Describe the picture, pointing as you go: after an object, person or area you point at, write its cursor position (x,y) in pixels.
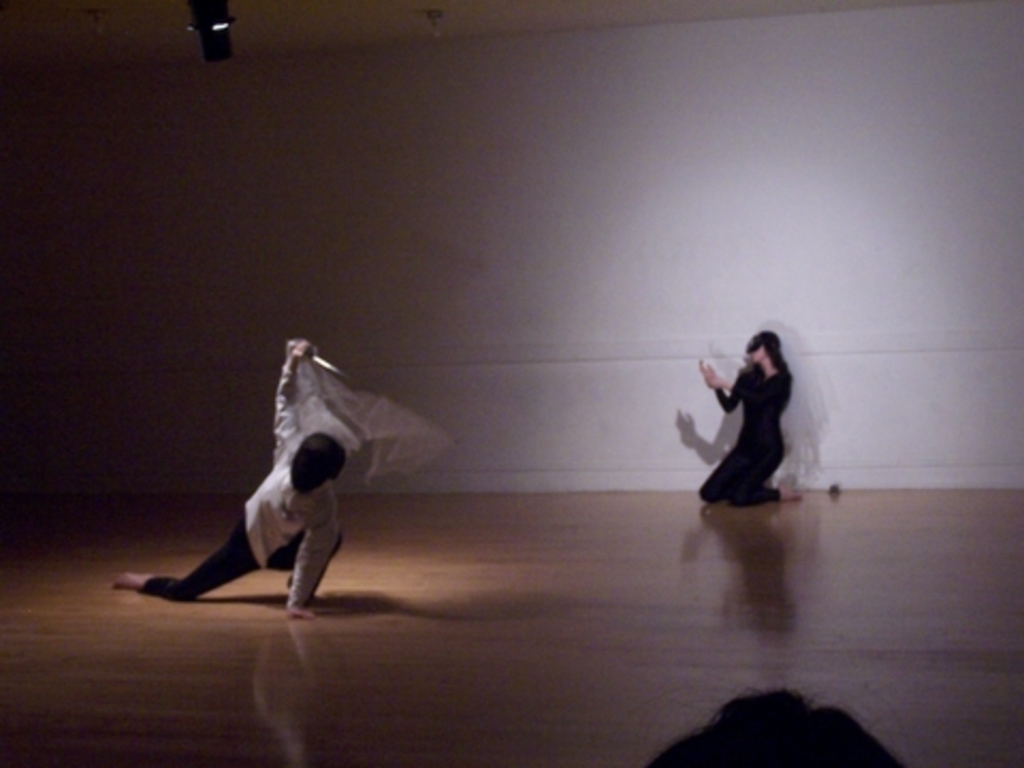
On the left side (199,578) a man (301,551) is performing the different action. on the right side (757,397) a woman (783,445) wore black color dress (766,443) and performing the action.
